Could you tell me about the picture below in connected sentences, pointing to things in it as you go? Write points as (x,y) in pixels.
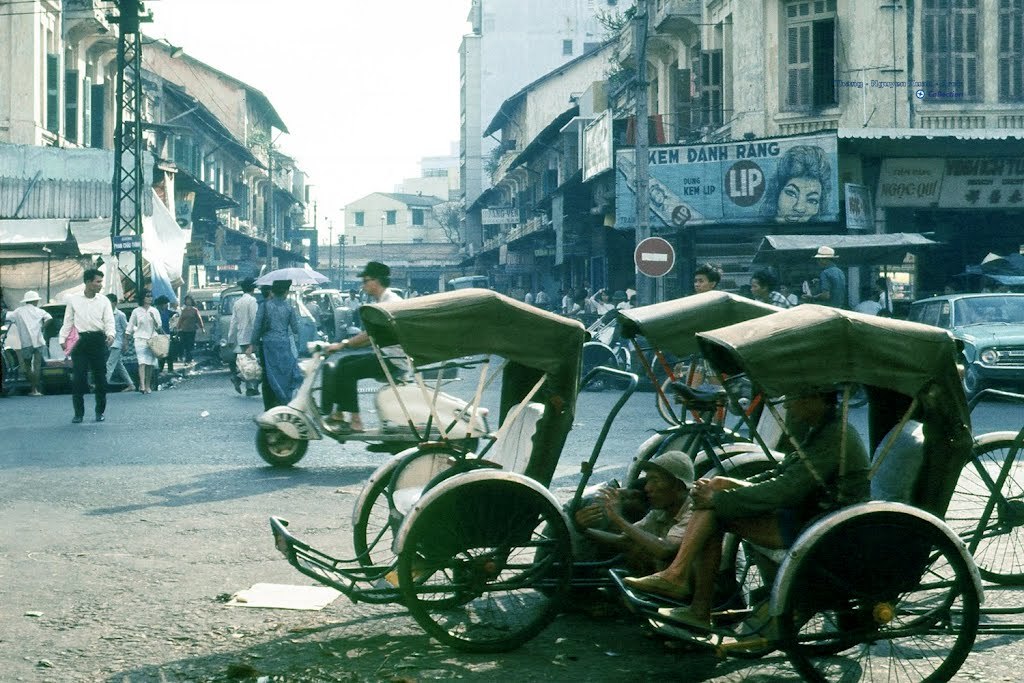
In this image there is a street (353,491) in the middle (649,432). In the street (383,455) there are so many vehicles (312,389) and few people (287,376) are walking on it. There are buildings (182,167) on either side of the road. At the bottom (829,559) there are three rickshaws (767,445) which are parked one beside the other. In the rickshaws (765,464) there are people (679,515). On the left side (126,170) there is a pole (119,207) on the road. Below the buildings (679,139) there are stores (771,265) and shops (629,265).
